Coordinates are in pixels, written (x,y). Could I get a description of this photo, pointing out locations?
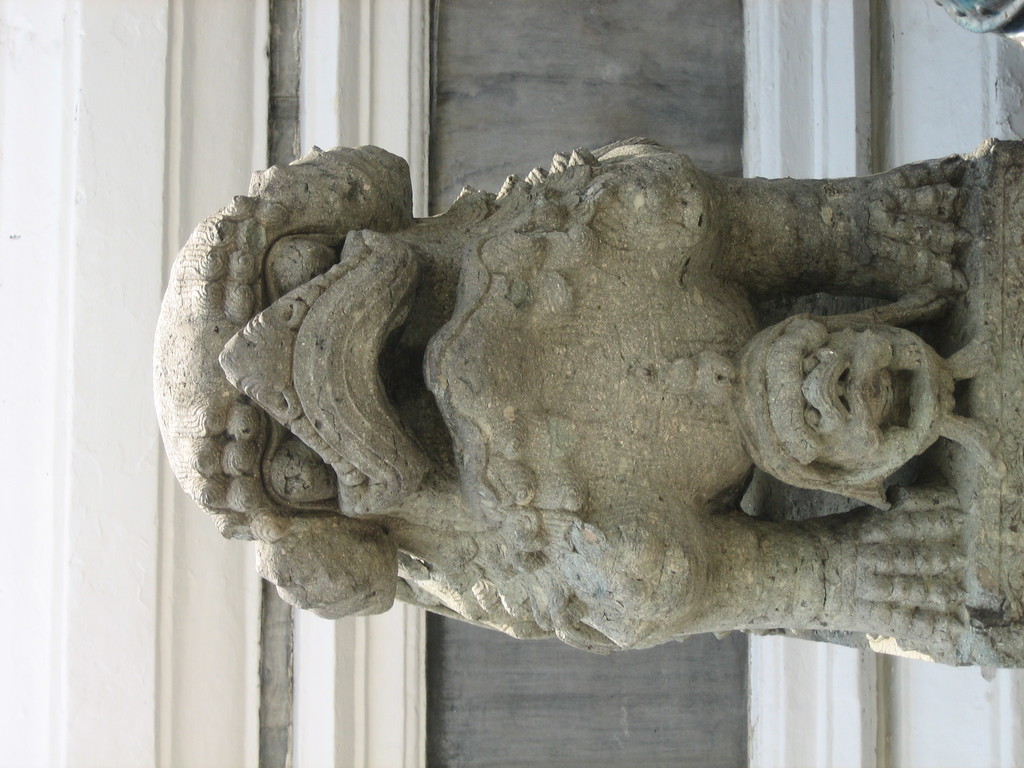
In this image there is a sculpture (656,309), the background of the image (874,61) there is a wall (208,75), there is an object (992,31) truncated towards the top of the image (976,23).
